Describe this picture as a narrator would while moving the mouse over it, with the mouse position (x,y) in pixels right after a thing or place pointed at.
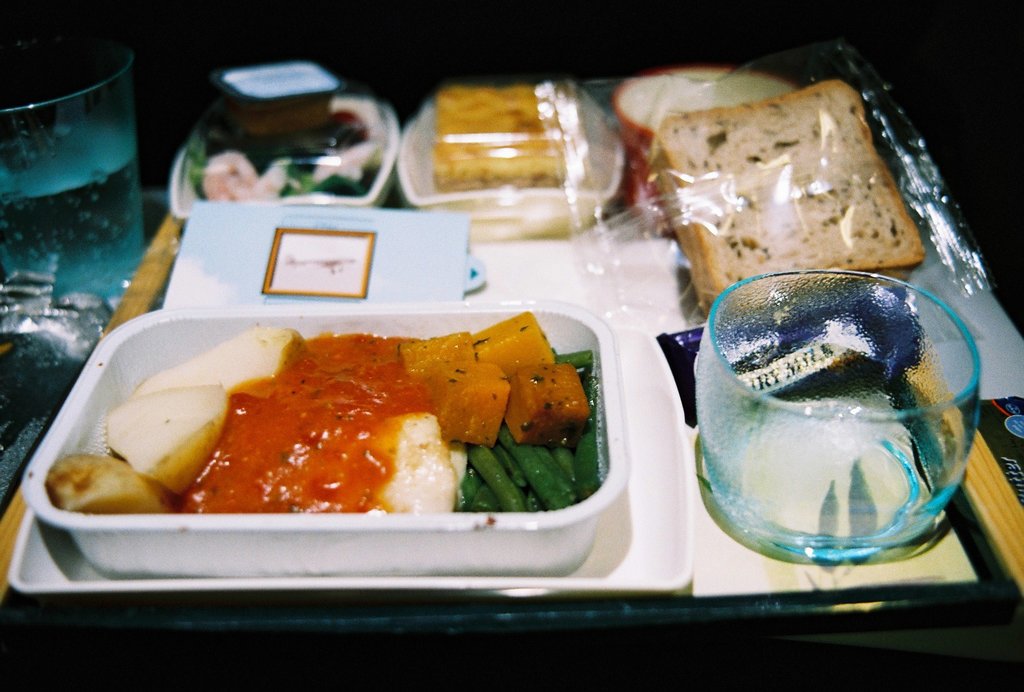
In this image there is a table (135,598). On the table (811,605) there are some boxes (270,145). In that box (124,351) there are food items (364,379). And there are glasses (88,151) with water (131,180).
